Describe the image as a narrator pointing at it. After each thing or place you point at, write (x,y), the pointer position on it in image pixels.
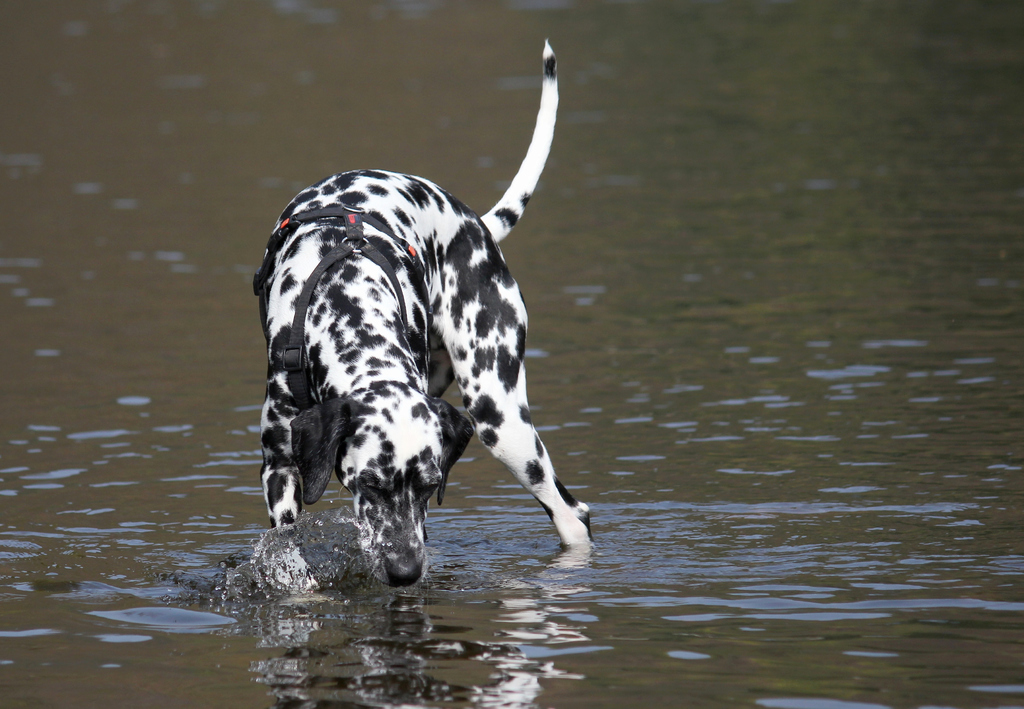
In the center of the image (352,413), we can see a dog (358,463) and at the bottom (490,603), there is water (625,473).
